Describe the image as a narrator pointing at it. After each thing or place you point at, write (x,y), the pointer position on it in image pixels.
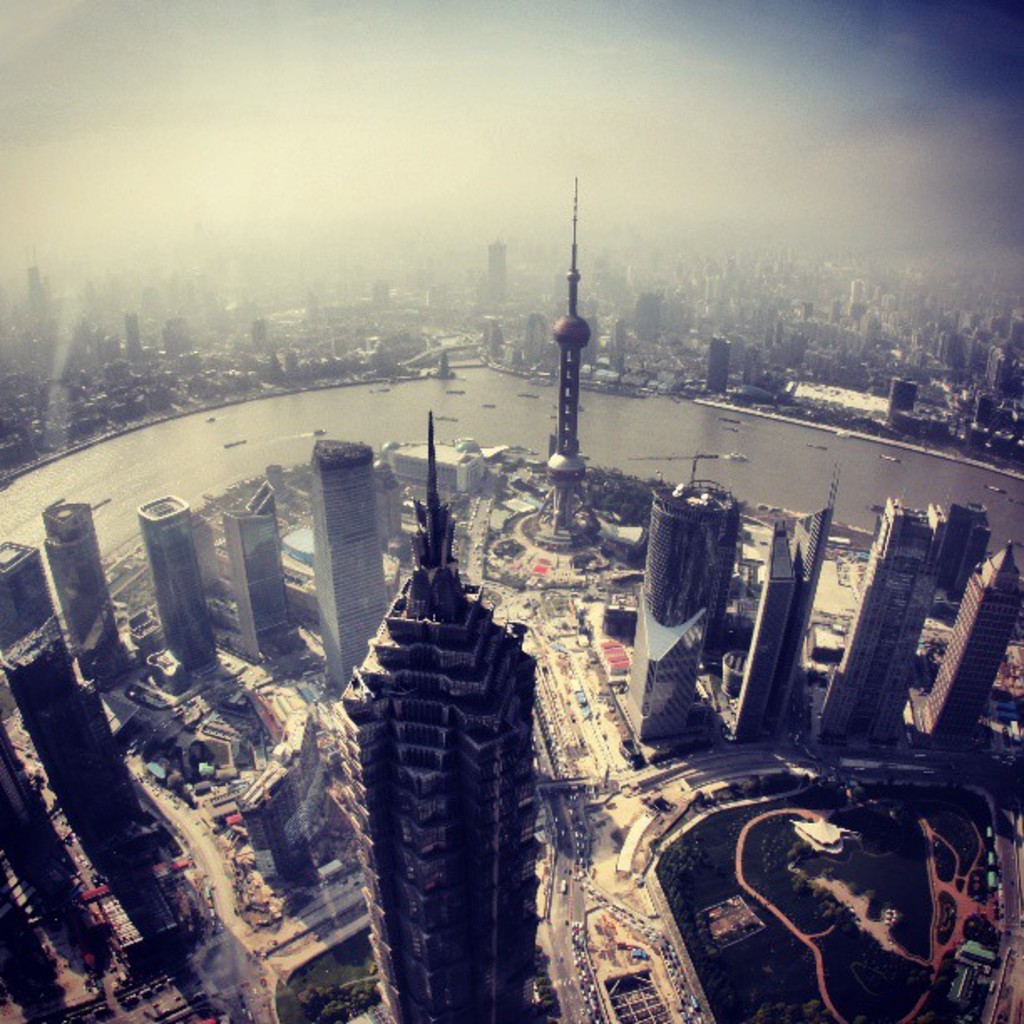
In this picture I can see there are few streets (217,964), buildings (526,664) and there are few vehicles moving on the street (191,833), there are trees (688,881), there is a tower (574,482) and there is a river (354,390) here. In the backdrop (538,280) at the other side of the river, there are few more buildings (281,310) and the sky (443,47) is hazy.
